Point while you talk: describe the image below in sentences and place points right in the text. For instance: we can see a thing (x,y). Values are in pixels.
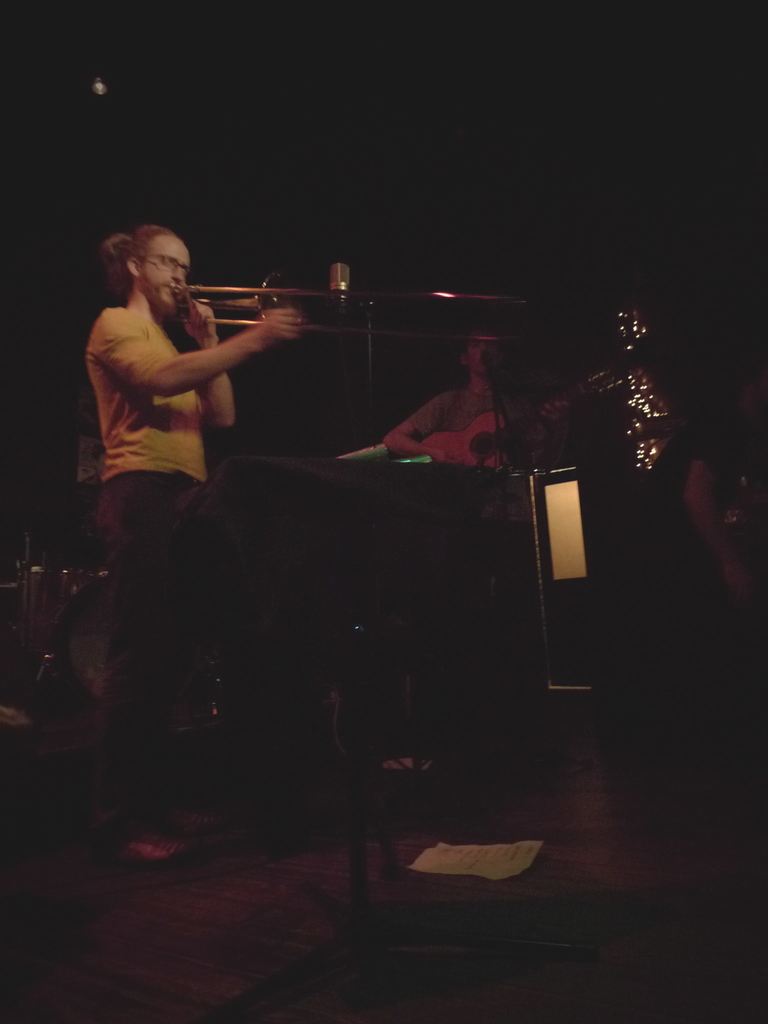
In this image there is a person (121,363) playing musical instrument (366,331). In front of him there is a mike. At the back side (526,408) there is a person (415,448) playing guitar (526,419).
